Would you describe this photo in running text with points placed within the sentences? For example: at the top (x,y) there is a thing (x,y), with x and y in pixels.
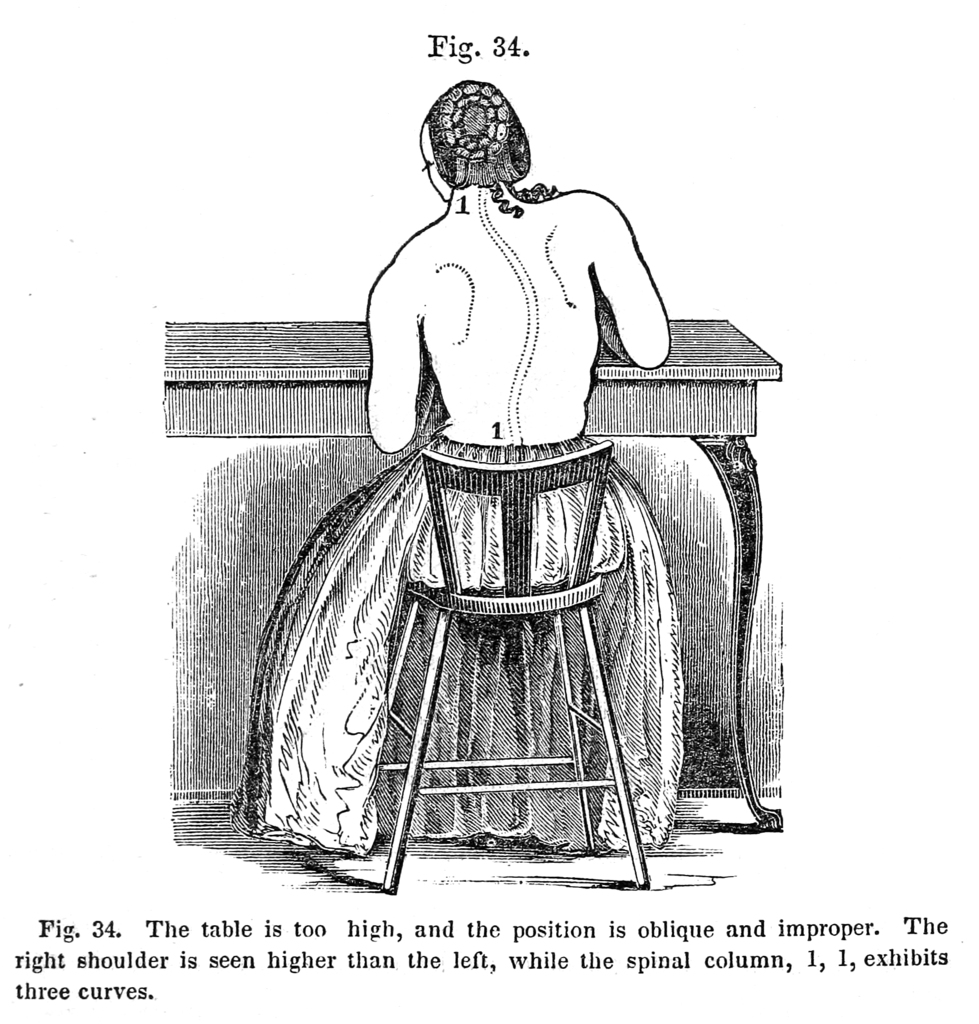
This image is a page (490,517) of a book (505,1003). In the center of the image (635,514) we can see person (460,441) sitting at the table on the chair (583,580). At the bottom (344,934) we can see text (282,947).
